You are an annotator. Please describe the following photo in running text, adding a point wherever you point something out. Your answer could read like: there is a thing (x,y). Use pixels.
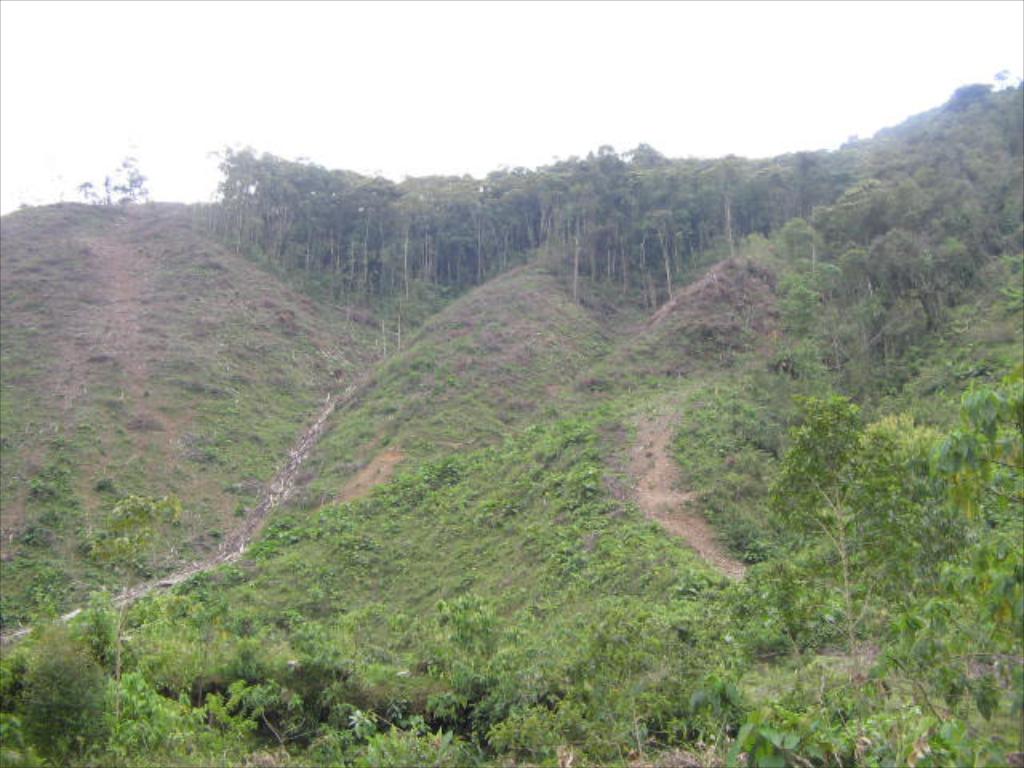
In this picture there are many trees (830,534) and grass (316,617) on the hill area (356,343). On the top (297,240) we can see tall trees (402,271).
